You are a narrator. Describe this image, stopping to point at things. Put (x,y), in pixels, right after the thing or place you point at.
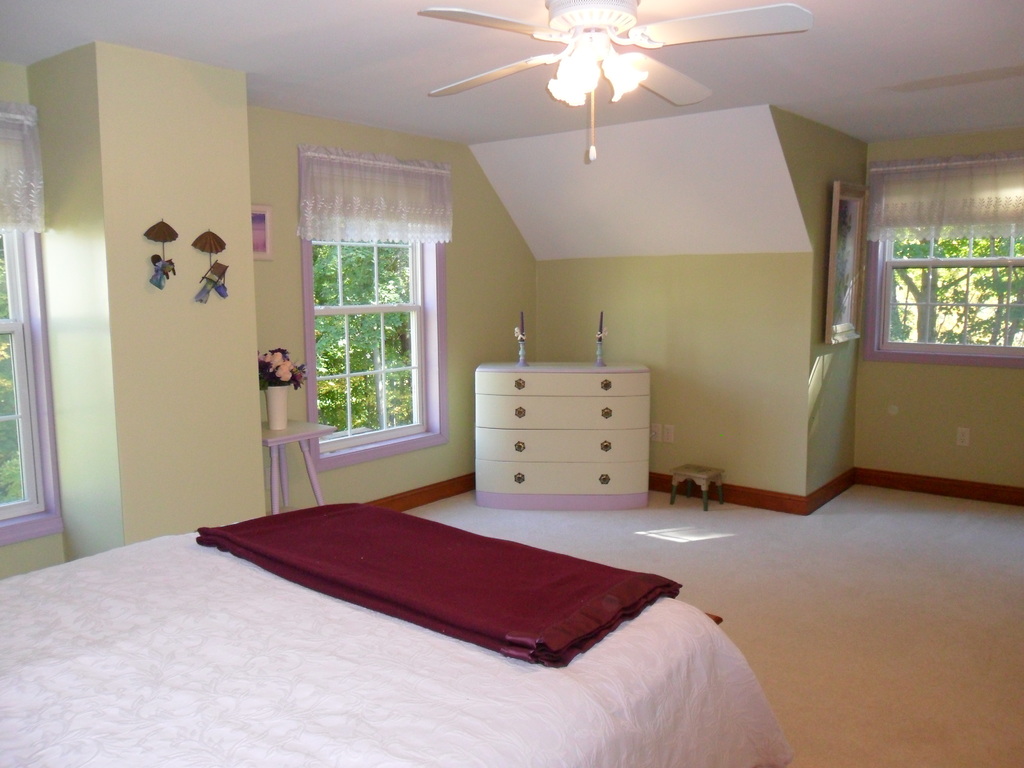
There is a bed (256,719) in the left corner (239,693) which has a white and red color bed sheet (367,630) on it and there is a fan (573,43) above it and the color of the wall (204,147) is in light green color and there are trees (372,348) in the background (929,285).
